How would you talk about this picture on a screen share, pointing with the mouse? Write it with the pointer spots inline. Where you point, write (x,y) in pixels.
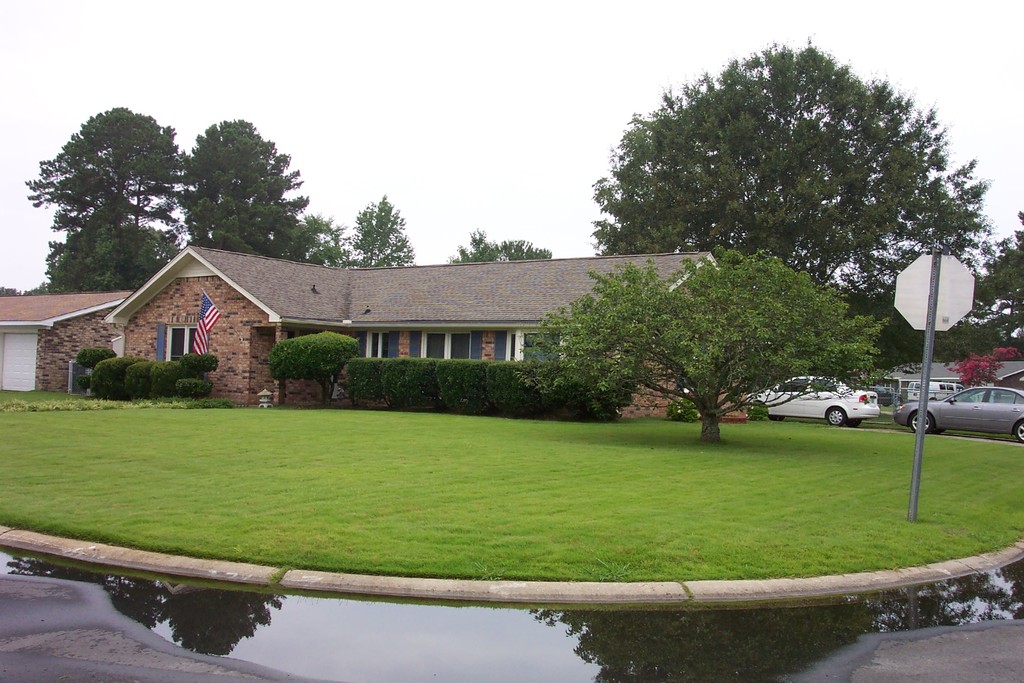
In this image we can see buildings (212,296), flag (209,316), bushes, trees (720,350), motor vehicles (790,396) on the ground (423,411), water (282,594), pavement (642,602) and sky (546,139).
